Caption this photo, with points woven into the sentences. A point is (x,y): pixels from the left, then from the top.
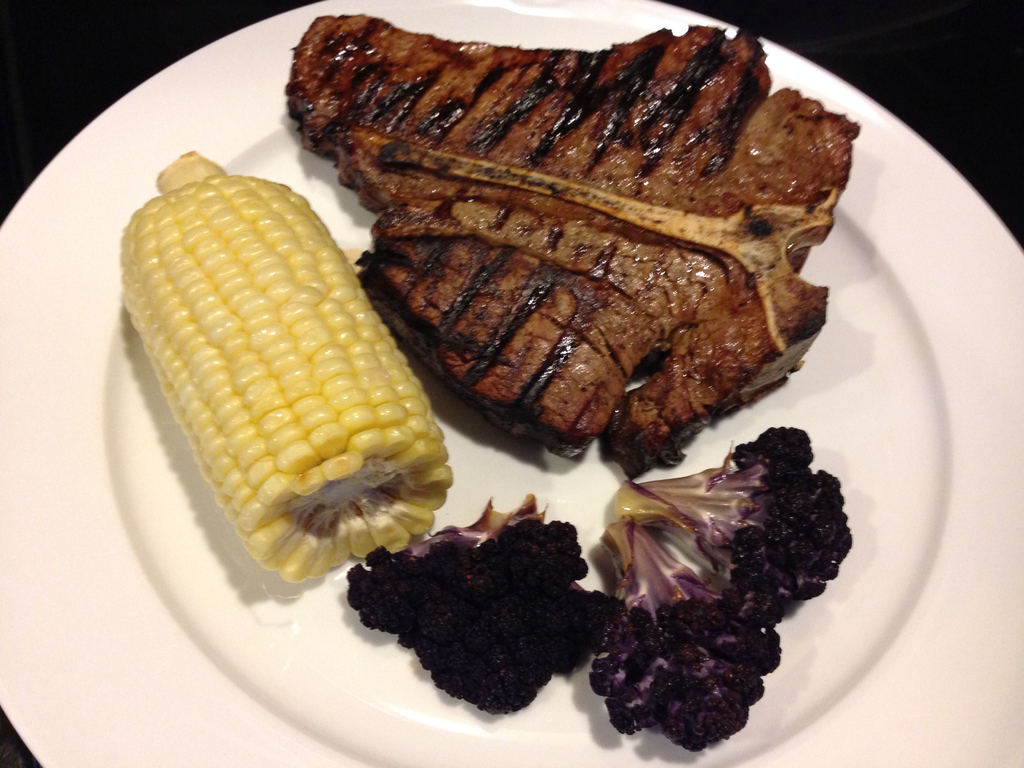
In this image on a plate (285,174) there is meat (621,276), vegetable (691,598) and corn (254,417) is there.
